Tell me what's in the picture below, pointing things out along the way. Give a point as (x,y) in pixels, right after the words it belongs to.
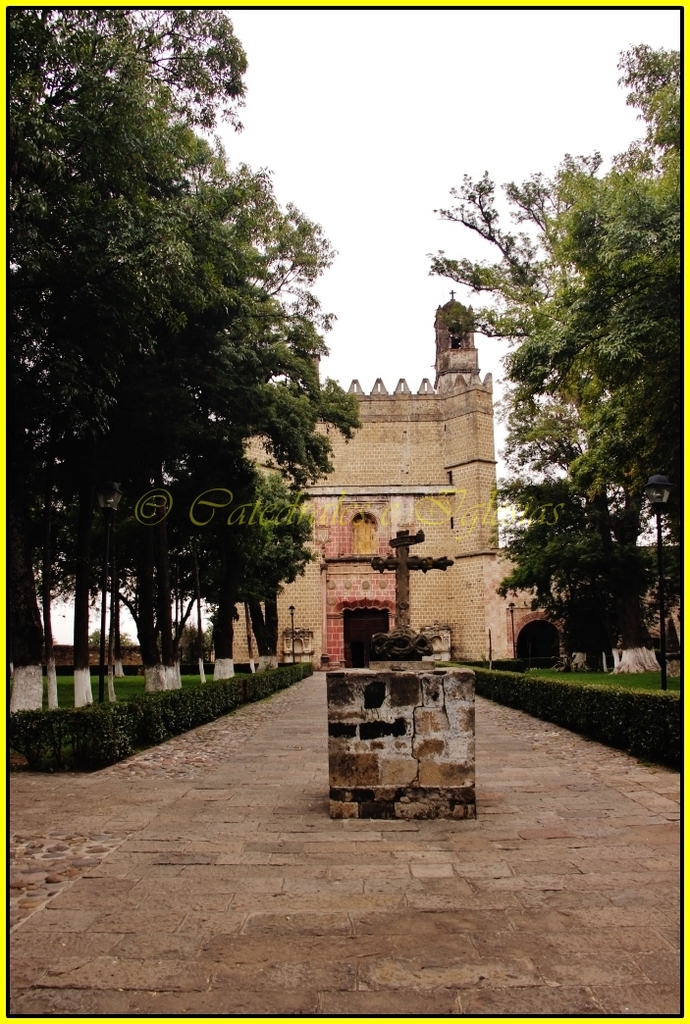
This picture shows a building (470,444) and we see trees (641,460) and a cloudy sky (435,159) and we see few plants (161,717) and we see a statue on the stone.
